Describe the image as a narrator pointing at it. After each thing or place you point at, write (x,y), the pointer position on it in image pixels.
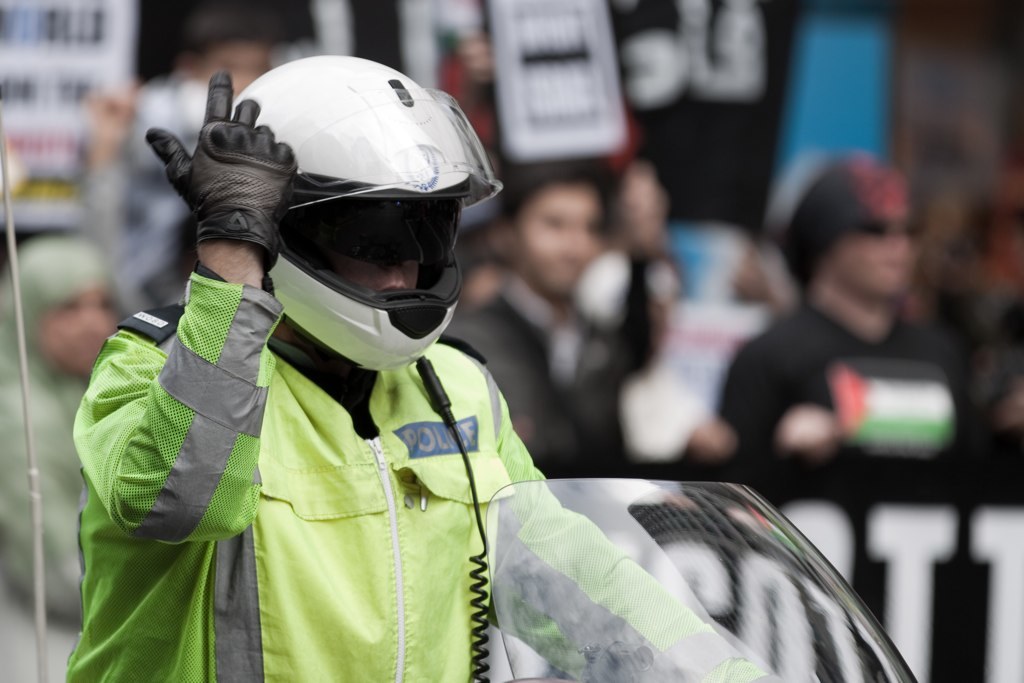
In this image there is a person (252,594), there are group of persons (836,339) in the background (509,312), the background of the image (25,49) is blurred.
